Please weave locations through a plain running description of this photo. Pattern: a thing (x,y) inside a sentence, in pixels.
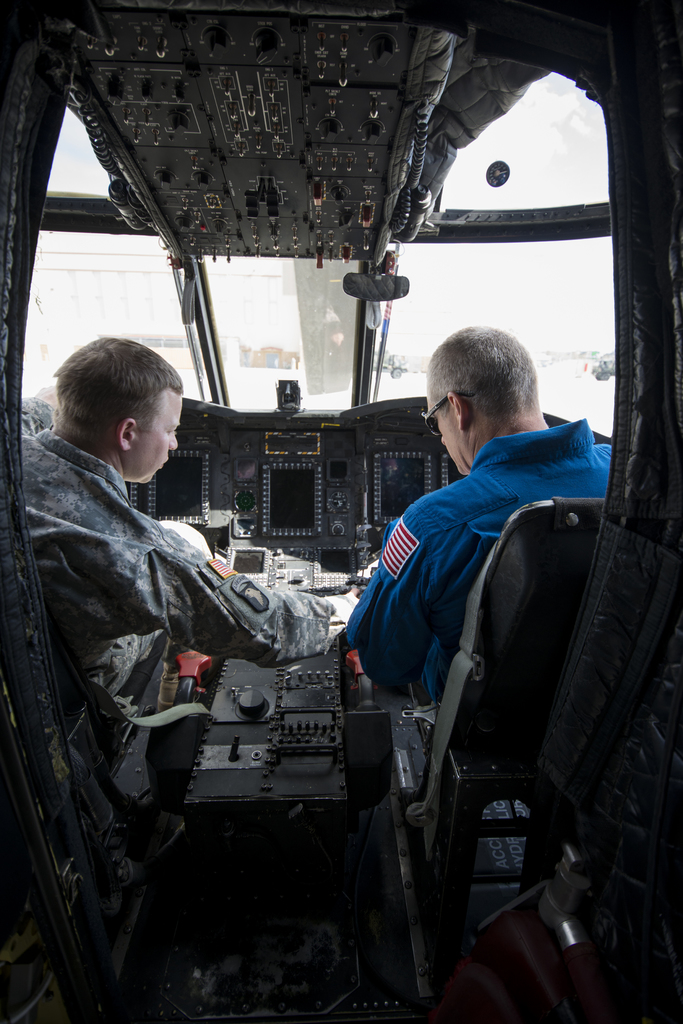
In the given image i can see the inside view of the aircraft (618,628) that includes people (542,487), chairs (523,545) and some other objects (317,548).
